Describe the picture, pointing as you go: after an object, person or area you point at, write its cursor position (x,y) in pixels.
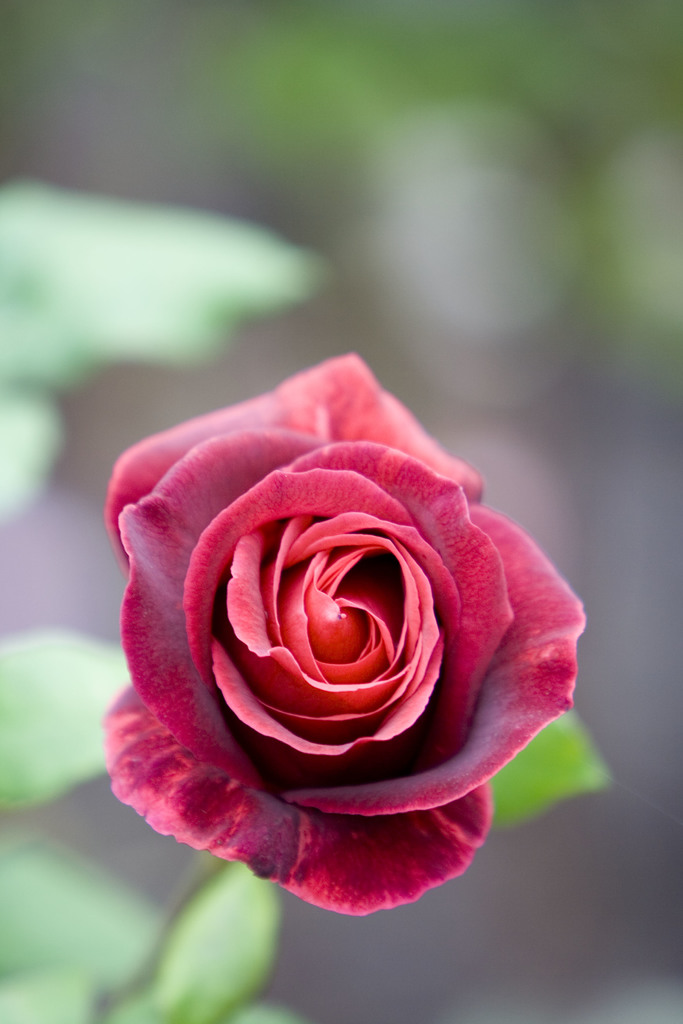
Background (658,473) portion of the picture is blurry and we can see a red rose (215,693) and green leaves (79,254).
